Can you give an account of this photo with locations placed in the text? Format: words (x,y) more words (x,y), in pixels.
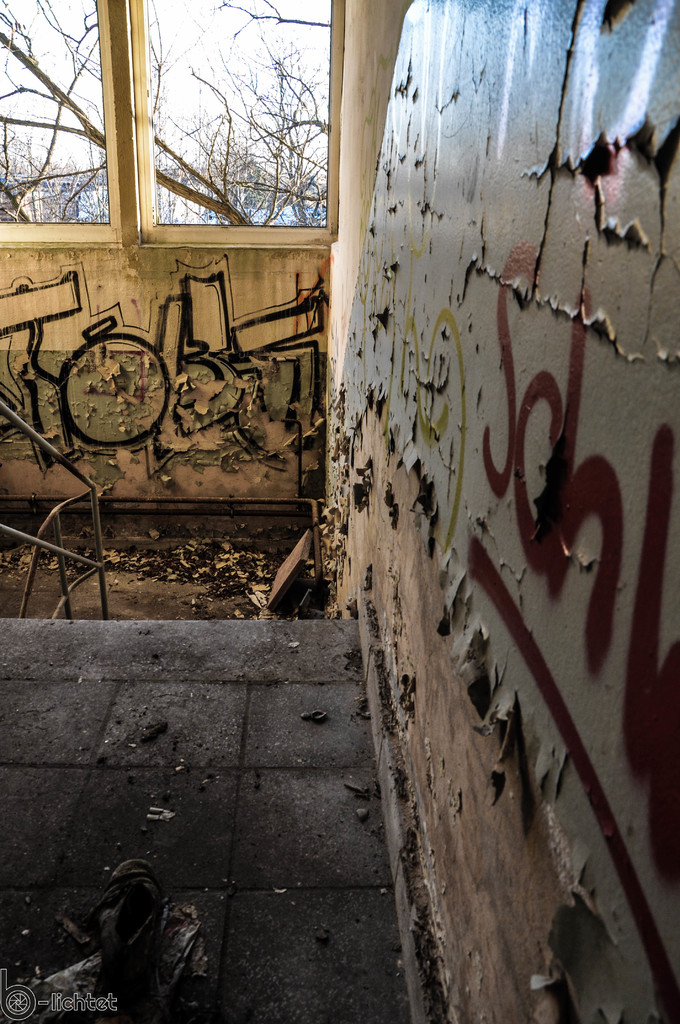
In the image there is a wall (338,297) and on the wall (419,412) there are some paintings (217,401) and in the background (61,123) there are two windows (150,97), behind the windows (166,114) there are trees (216,206).
